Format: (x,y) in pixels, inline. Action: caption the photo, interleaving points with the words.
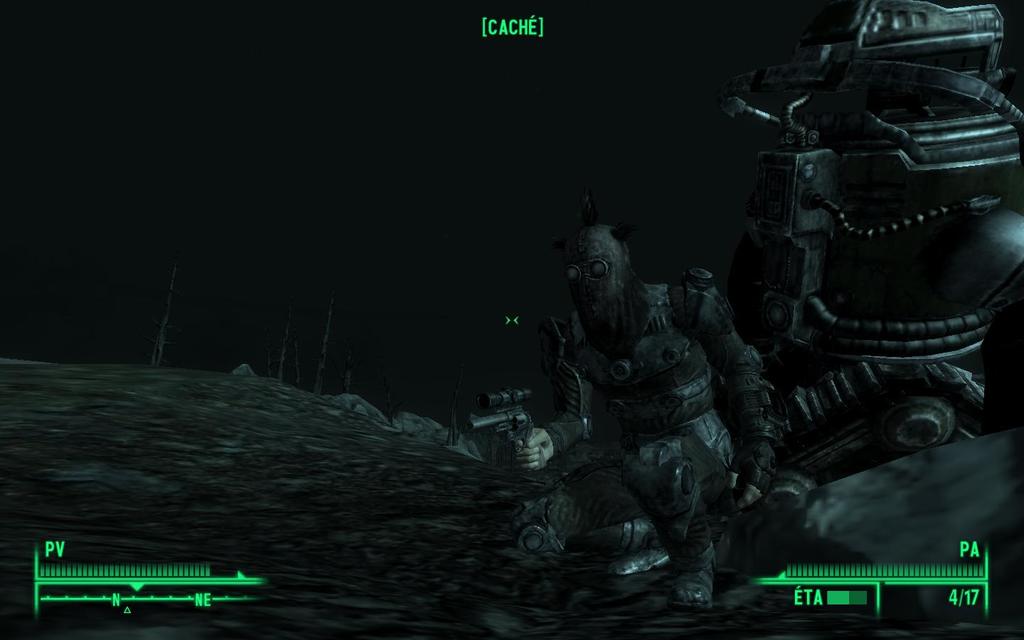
This image is a cartoon. In this image we can see man's (585,219), land (304,449), trees (299,341) and sky (564,120).
